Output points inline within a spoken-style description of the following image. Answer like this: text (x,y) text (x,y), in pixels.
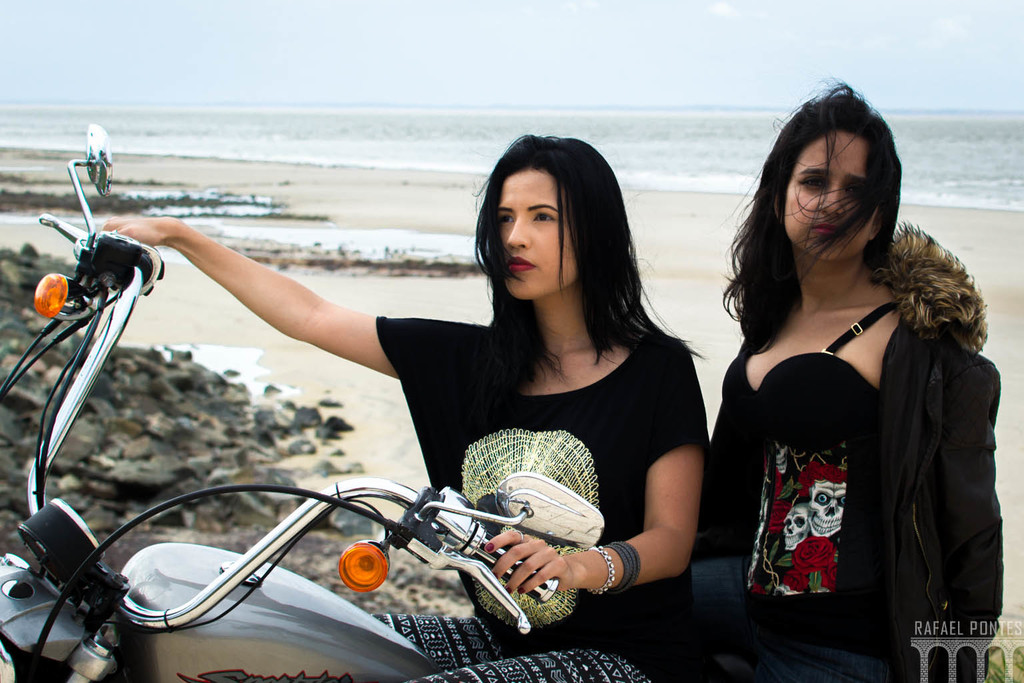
This woman (485,431) is sitting on a motorbike (364,579). This woman (832,490) wore black jacket (894,589) and top (751,551). This woman (606,462) wore black t-shirt (598,463). This is a sea (371,126). These are stones (179,393).
